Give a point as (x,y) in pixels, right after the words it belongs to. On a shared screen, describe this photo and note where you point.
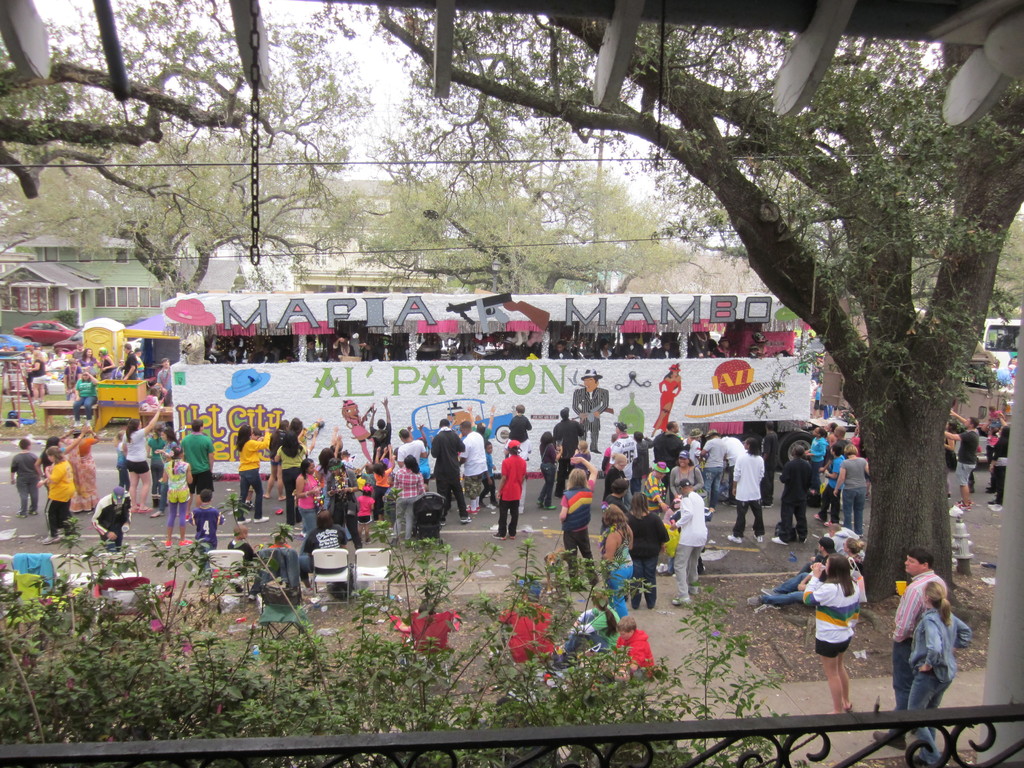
In this image I can see number of trees (15,115), buildings (56,271) and I can see number of people (35,345) are standing. I can also see few white colour chairs (361,563) and here I can see something is written on white colour thing (589,379).
